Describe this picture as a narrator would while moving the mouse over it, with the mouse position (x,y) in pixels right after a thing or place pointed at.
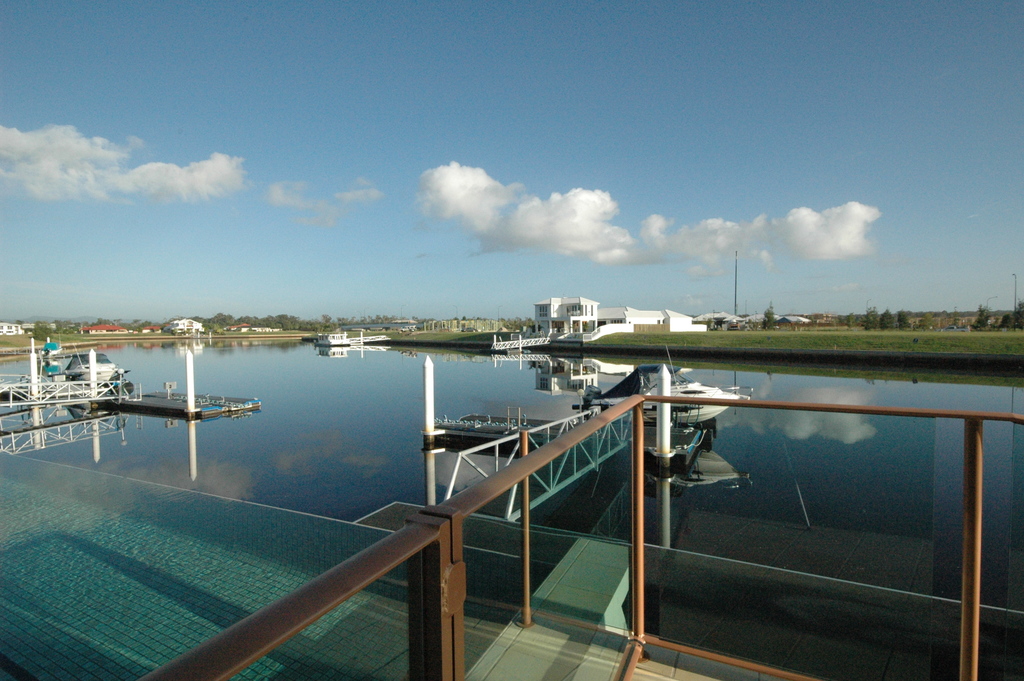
In this image we can see the Marina (700,429). And we can see many boats (682,393) are seen in water (241,381). And we can see the surrounding many buildings (667,314) and houses (803,318) are there. and some trees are seen in the far distance. And we can see clouds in the sky (824,198).
